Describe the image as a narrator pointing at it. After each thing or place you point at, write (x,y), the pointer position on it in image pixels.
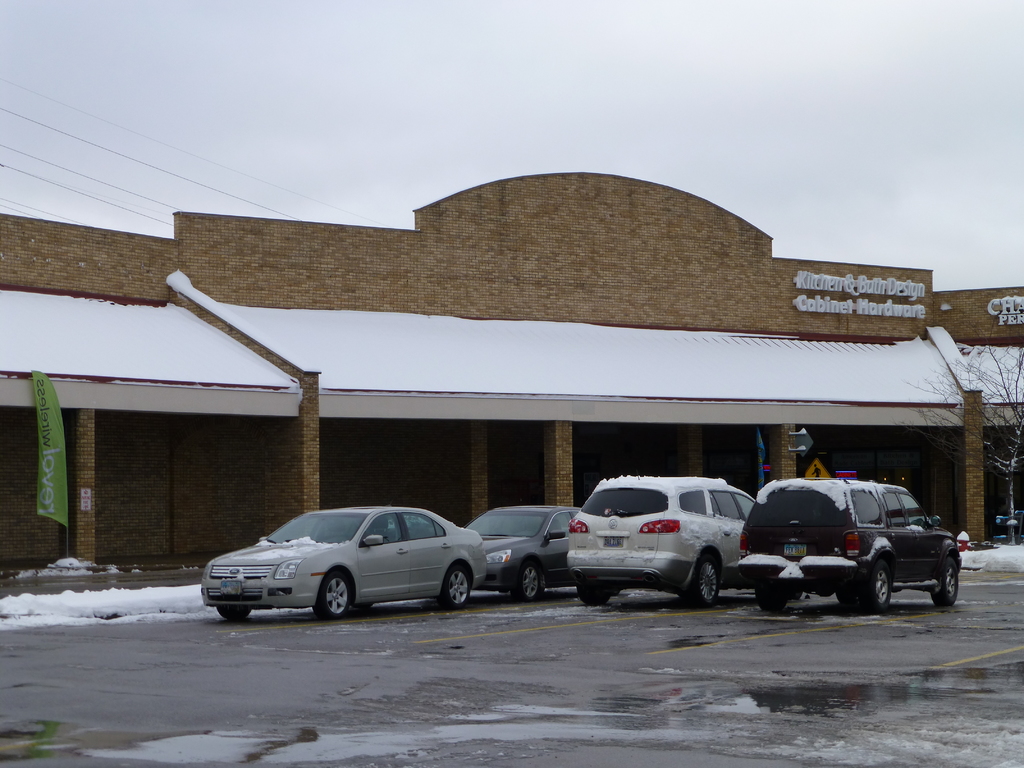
In this image I can see the ground (347,667), some water (330,754) on the ground (797,718), few vehicles (786,578), some snow (877,549) on the vehicles (405,535) and few trees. In the background (461,456) I can see a building (364,454) which is brown and black in color, some snow (506,337) on the buildings (753,377), a green colored banner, few wires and the sky (541,119).
